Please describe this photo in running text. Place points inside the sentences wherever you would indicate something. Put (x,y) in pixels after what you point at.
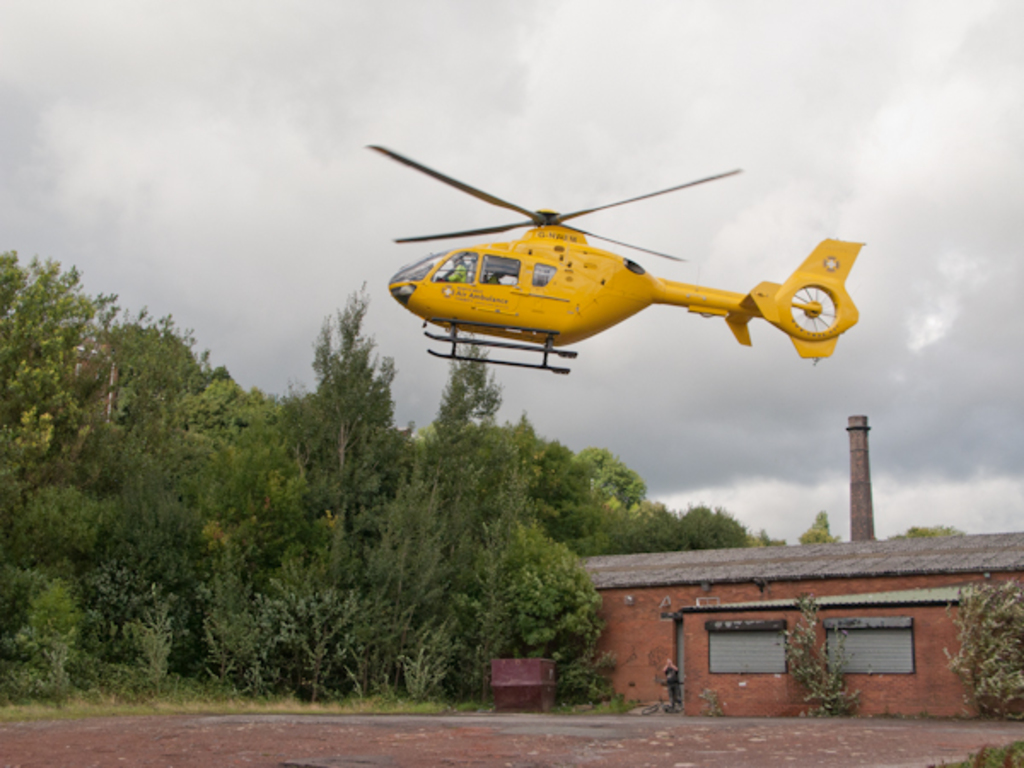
In this image there is a helicopter (502,274) flying in the air (660,324). A person (459,278) is sitting in the helicopter (457,313). Right side (730,670) there is a house (777,610). There is an object (518,677) on the land (642,747). Background (142,503) there are plants (215,638) and trees (333,508). Top of the image (736,166) there is sky (757,154) which is cloudy.
